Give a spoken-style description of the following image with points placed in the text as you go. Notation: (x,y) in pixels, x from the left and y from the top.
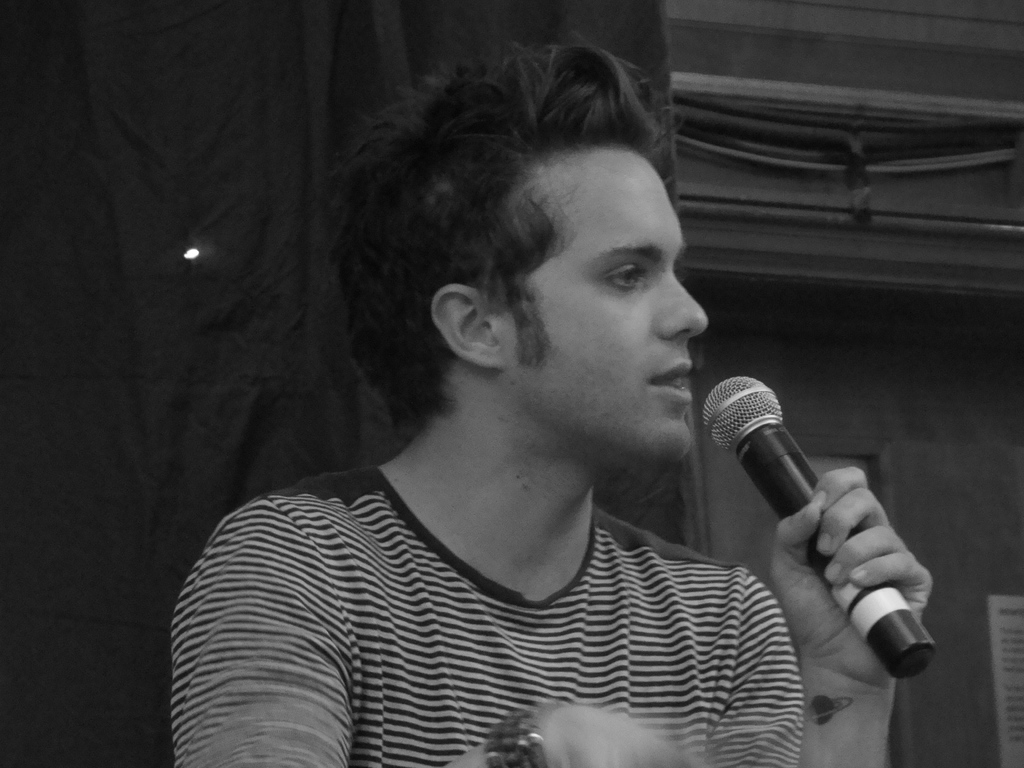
In this image there is one person (550,579) sitting and holding a Mic (861,607) as we can see in this image, and there is a black color curtain (187,341) at left side of this image (241,214) and there is a wall (906,406) at right side of this image (900,416).
